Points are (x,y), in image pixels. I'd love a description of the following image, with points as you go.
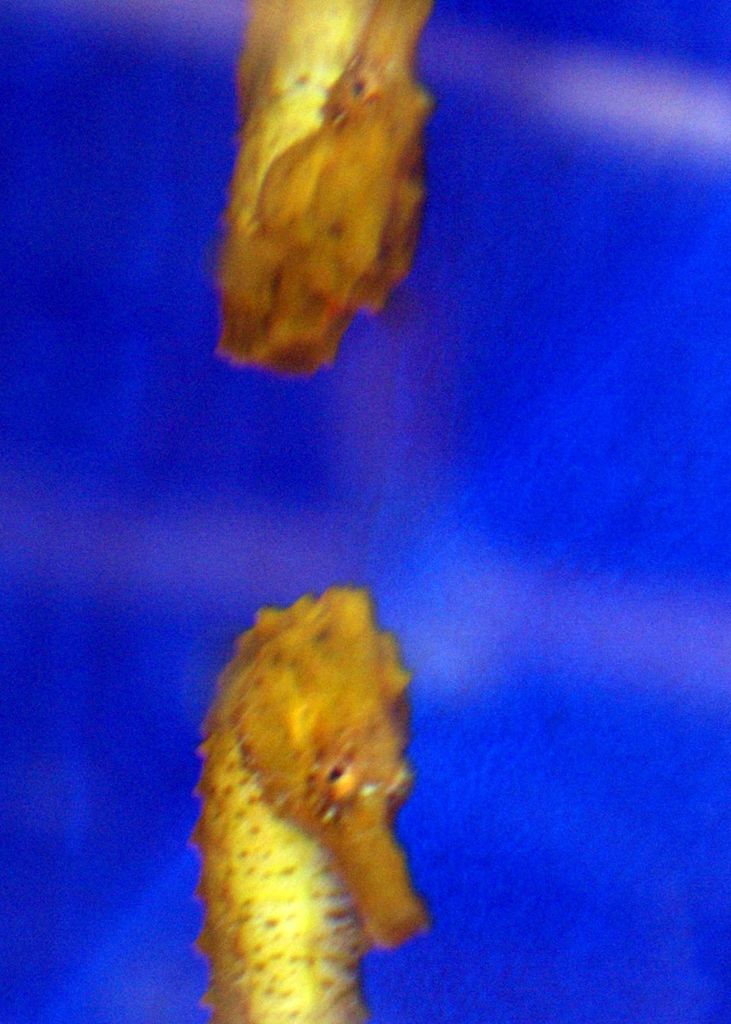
In this image there are two seahorse fishes (374,657), the background of the image (167,309) is blue in color.
